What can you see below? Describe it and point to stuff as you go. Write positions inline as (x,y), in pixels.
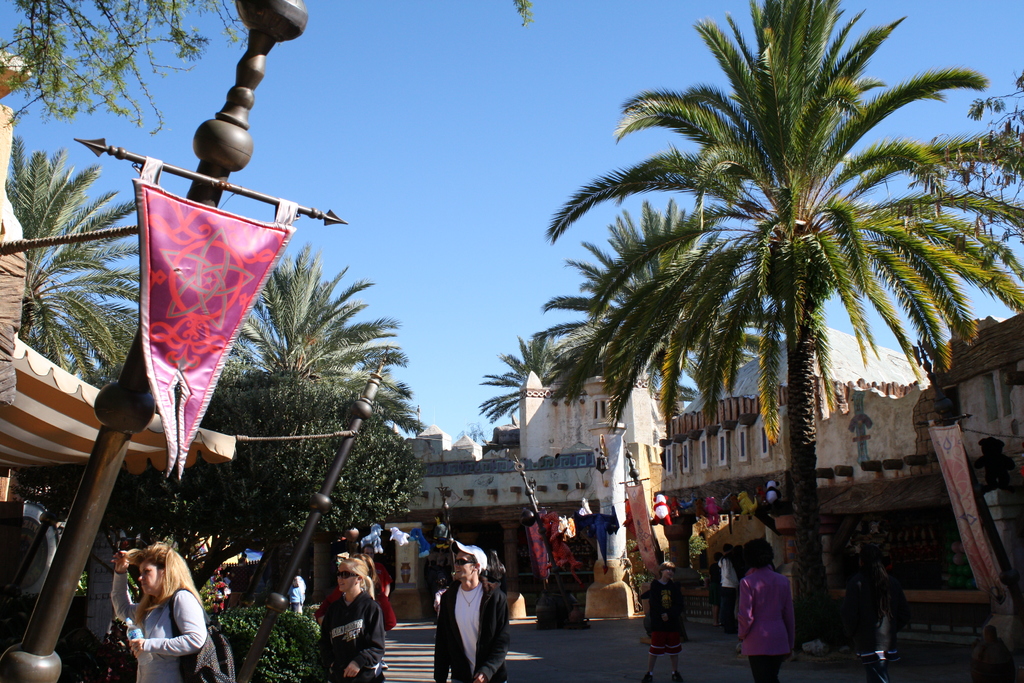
In the foreground of the picture (192,630) I can see a few people (857,577) walking on the road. There are trees (262,384) on the left side (303,336) and the right side (774,186). In the background (854,443), I can see the buildings (867,418). There is a metal pole (141,328) on the left side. There are no clouds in the sky (427,320).
